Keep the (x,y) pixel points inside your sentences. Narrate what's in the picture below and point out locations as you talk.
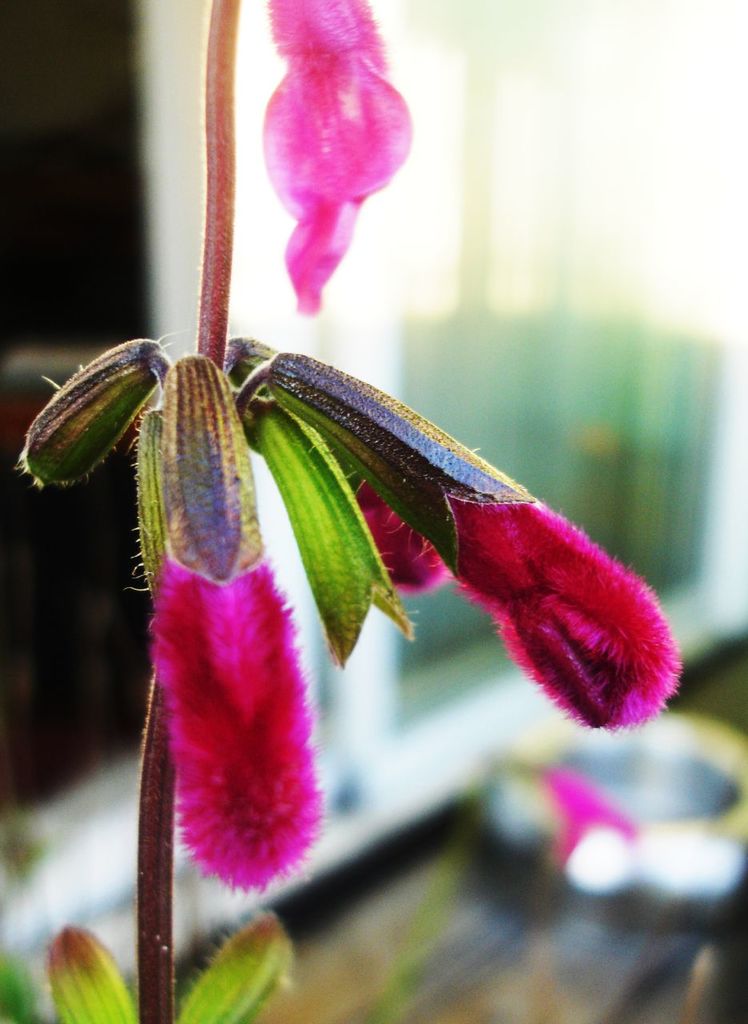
In this image we can see plant (200,704) with pink flowers (271,680). In the background (290,348) the image is blur but we can see the objects (610,830).
